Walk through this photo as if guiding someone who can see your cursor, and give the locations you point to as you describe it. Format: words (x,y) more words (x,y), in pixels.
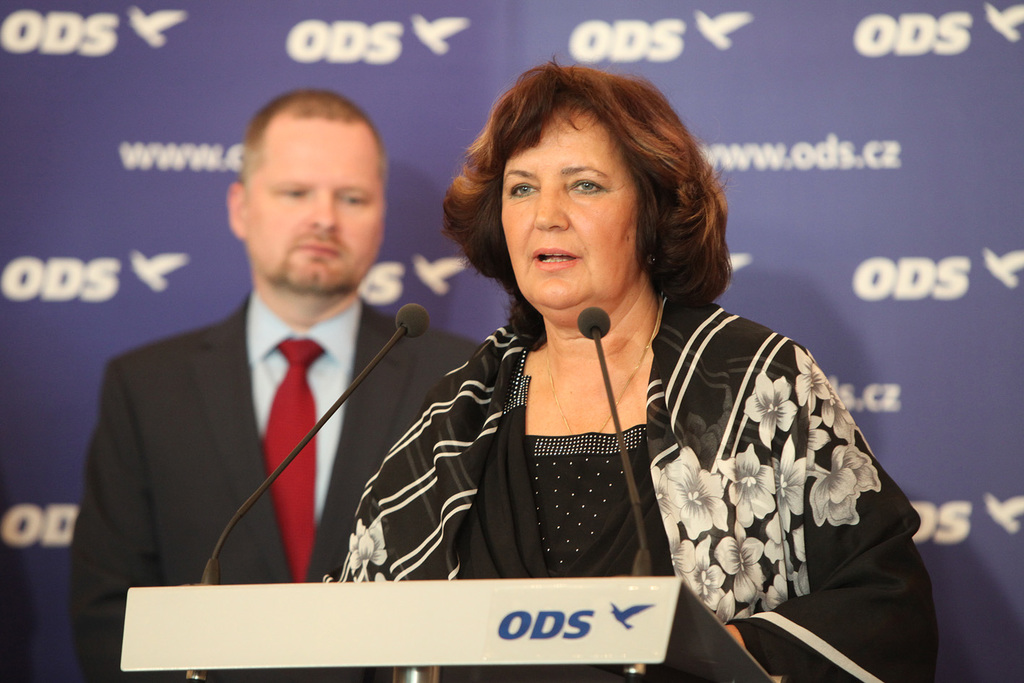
In this image I can see a man (390,406) and a woman (439,401). Here I can see a podium (492,616) and microphones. In the background (705,123) I can see something written on a wall (536,32).
